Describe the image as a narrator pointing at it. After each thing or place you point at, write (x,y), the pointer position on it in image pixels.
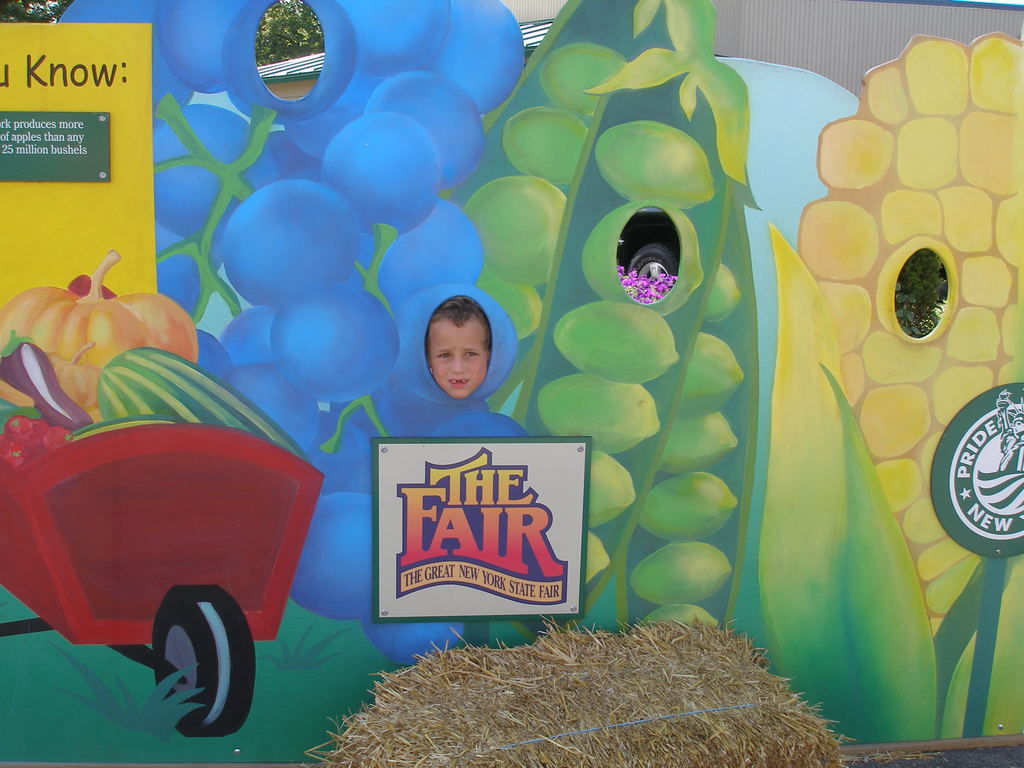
In this image there is a bundle of grass (607,669), boards (527,579) where there is a kid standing near a board (642,196), a vehicle tire (646,255), plant (914,305), flowers (635,286), building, trees (266,43).
